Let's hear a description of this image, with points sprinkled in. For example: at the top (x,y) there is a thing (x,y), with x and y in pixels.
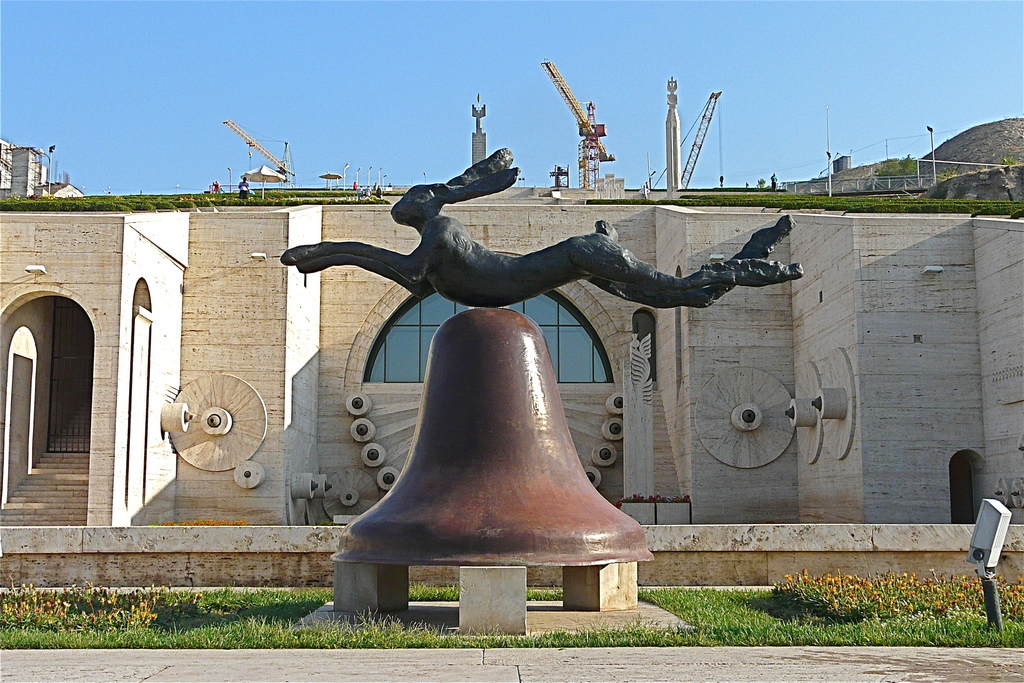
In this image I can see a brown colored object (523,463) on which I can see a statue (467,287) of a rabbit (433,278) which is black in color. I can see some grass (246,607) on the ground (263,603). In the background (257,340) I can see a building (266,351) which is cream in color, an umbrella (252,171) on the building (248,220), a person (243,196) standing, few poles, few cranes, a mountain (972,156) and the sky (277,130).
